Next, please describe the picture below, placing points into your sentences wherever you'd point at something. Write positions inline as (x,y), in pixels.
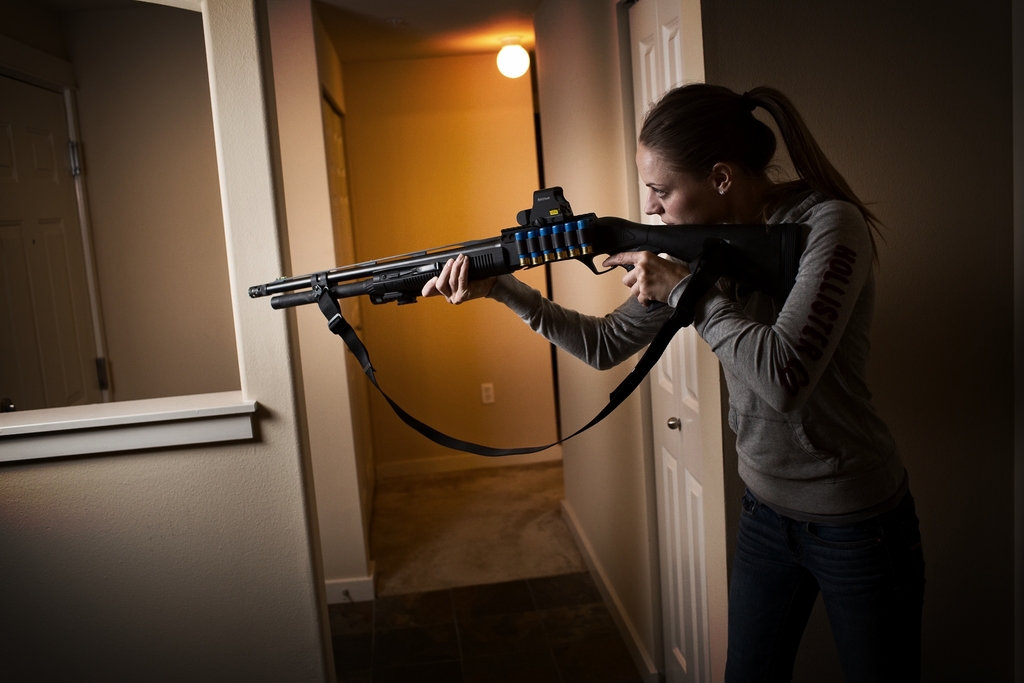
On the right side (845,357), there is a woman (892,506) in gray color t-shirt (824,267), standing, holding a gun (745,269) and watching something. Beside her, there is a wall (868,52). On the left side (186,513), there is a wall (157,528). In the background (454,180), there is a light (520,41) attached to the roof (474,24) and there is a wall (374,209).
